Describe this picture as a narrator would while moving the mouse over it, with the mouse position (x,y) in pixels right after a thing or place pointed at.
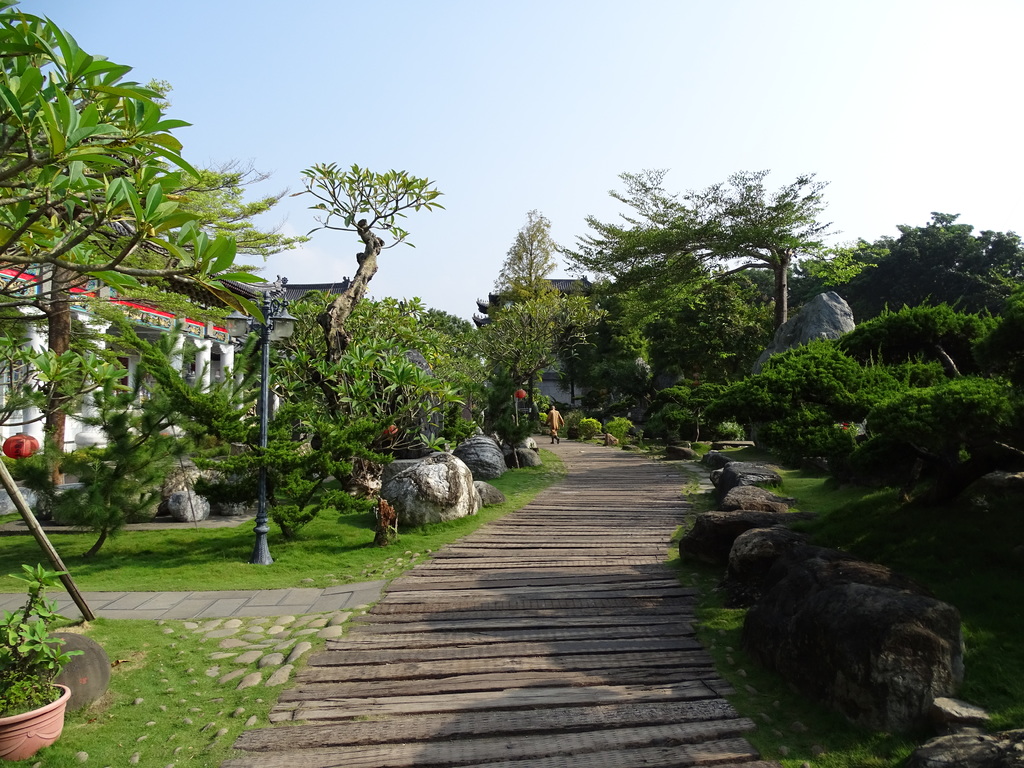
In this image in the middle (583,502) there is a path (560,546). On both side of it there are stones (798,588), trees (371,469), buildings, plant pot (49,606). The sky (336,131) is clear.
